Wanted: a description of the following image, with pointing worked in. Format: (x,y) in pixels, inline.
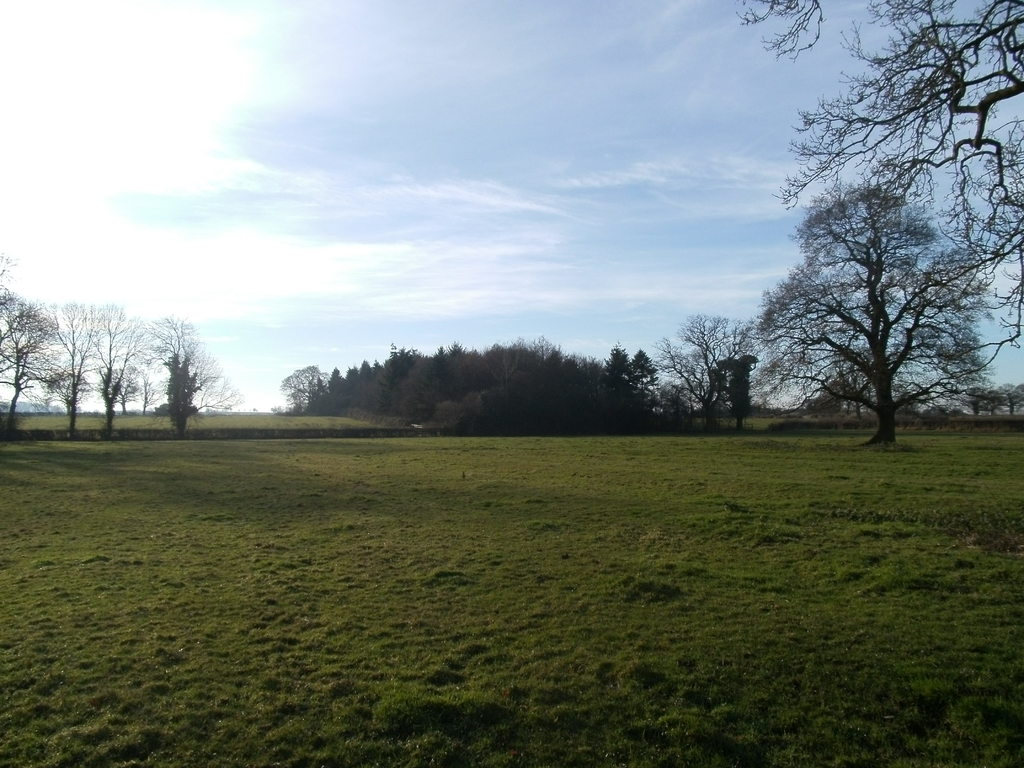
In this image there are trees (534,386) and sky (377,300). At the bottom (421,615) there is grass (522,645).
